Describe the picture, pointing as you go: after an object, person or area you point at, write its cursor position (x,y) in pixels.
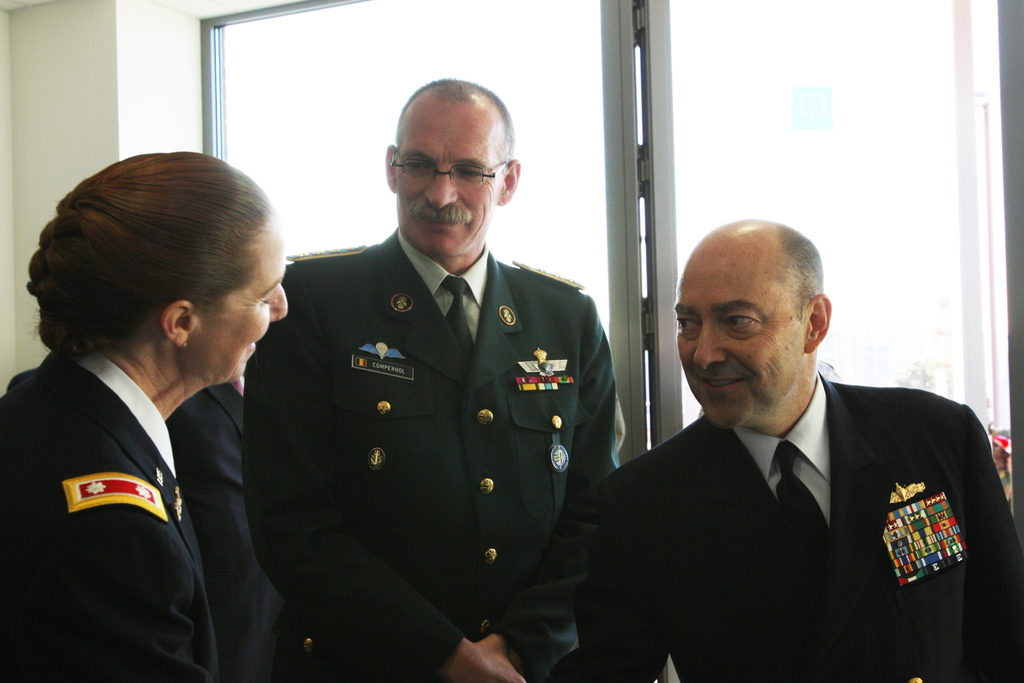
In the picture we can see a woman (23,551) and two men (755,605) are standing near the glass window (323,110) and smiling, they are in uniforms (402,630).
